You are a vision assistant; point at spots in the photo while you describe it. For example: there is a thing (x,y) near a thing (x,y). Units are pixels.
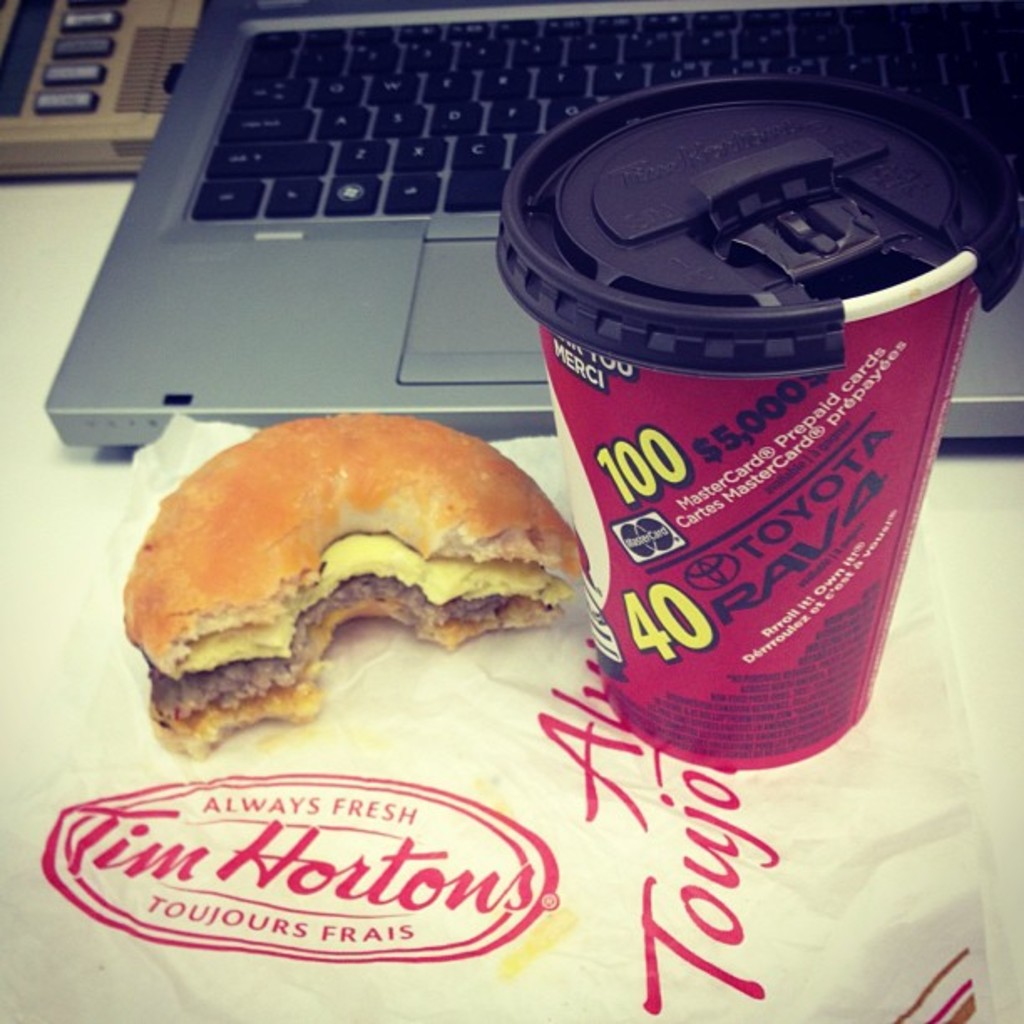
In this image, we can see a laptop (964,111) and some food item (502,469). We can also see a glass (671,708) and some posters (849,895) with text (588,746). We can also see some object (172,67) in the top left corner (155,132).
